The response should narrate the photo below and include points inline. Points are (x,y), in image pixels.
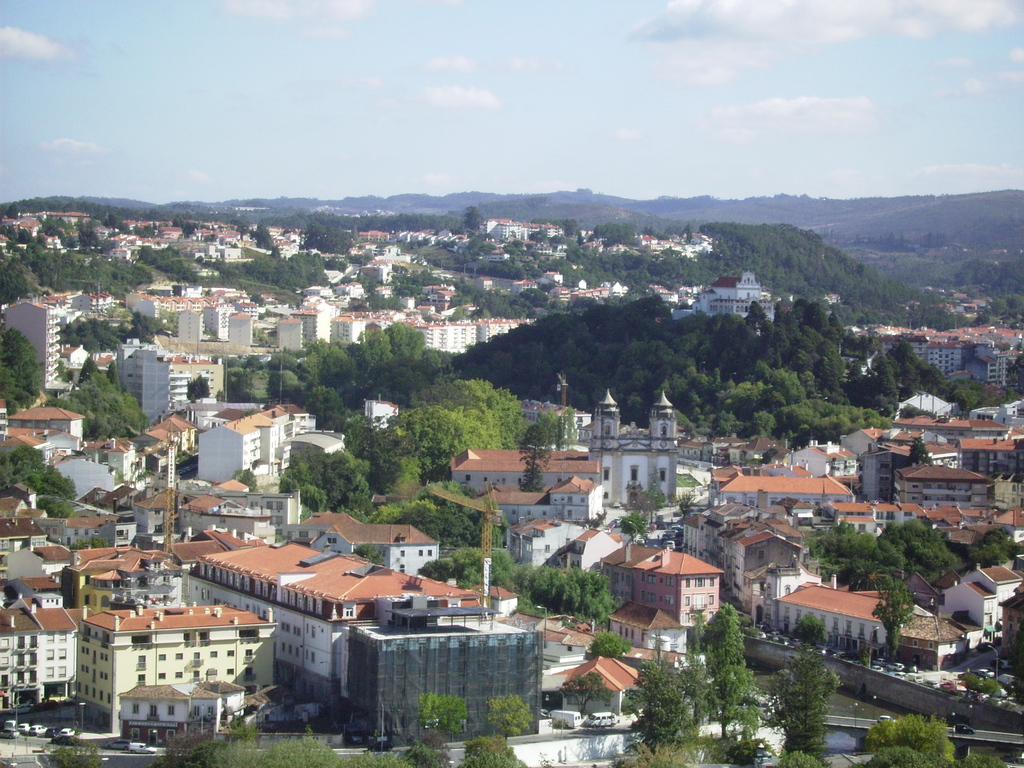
In this picture I can see buildings (421,578) and trees (476,556). In the background (884,211) I can see hills (842,210) and the sky (495,108).
